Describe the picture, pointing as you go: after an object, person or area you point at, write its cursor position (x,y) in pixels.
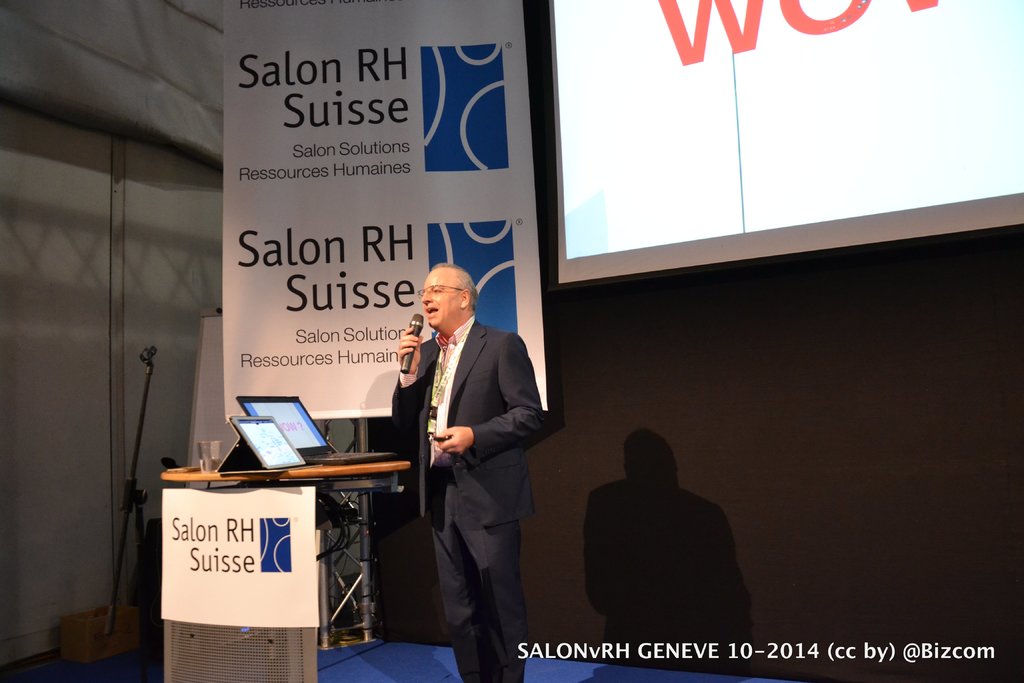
In this image we can see a projector screen (811,150) in the image. There are few objects (134,487) placed on the ground (96,664). A man (477,494) is speaking into a microphone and holding an object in hand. There are many objects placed on the table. There is an advertising board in the image.
